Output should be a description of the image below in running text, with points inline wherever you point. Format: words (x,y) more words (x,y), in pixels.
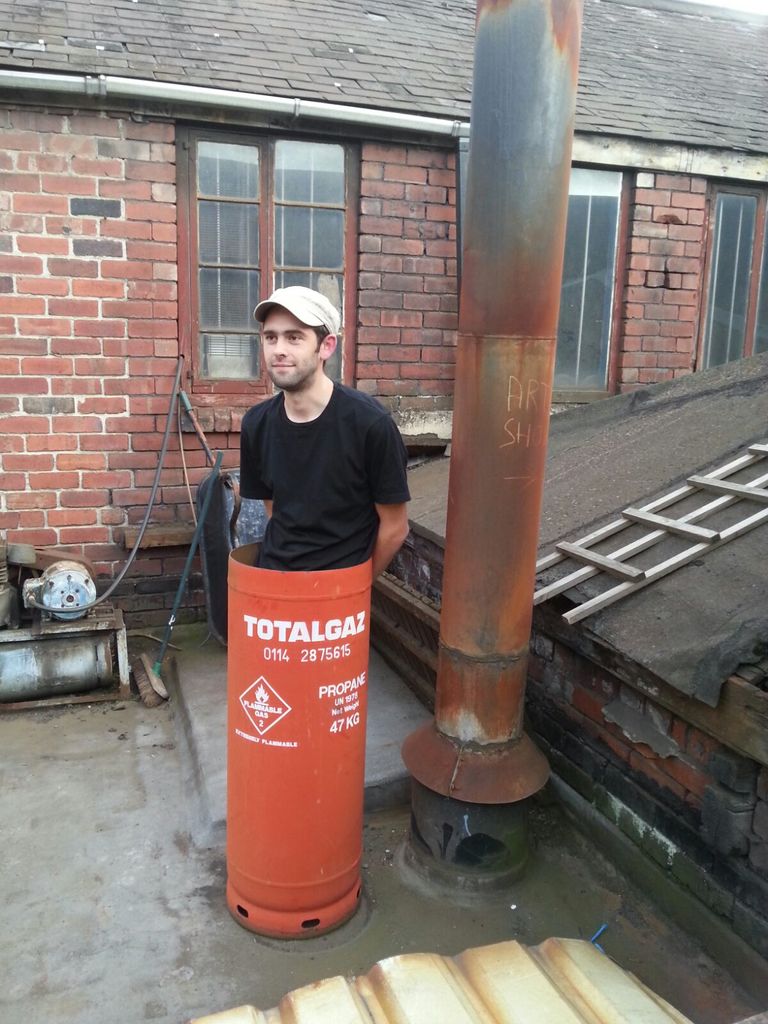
In the center of the image (325,485) there is a person (291,396) standing in a barrel (356,781). There is a pole (487,555). In the background of the image (17,205) there is a house (450,192) with windows (708,219). At the bottom of the image (103,858) there is floor (3,936). To the left side of the image (106,664) there is a machine (85,676).
